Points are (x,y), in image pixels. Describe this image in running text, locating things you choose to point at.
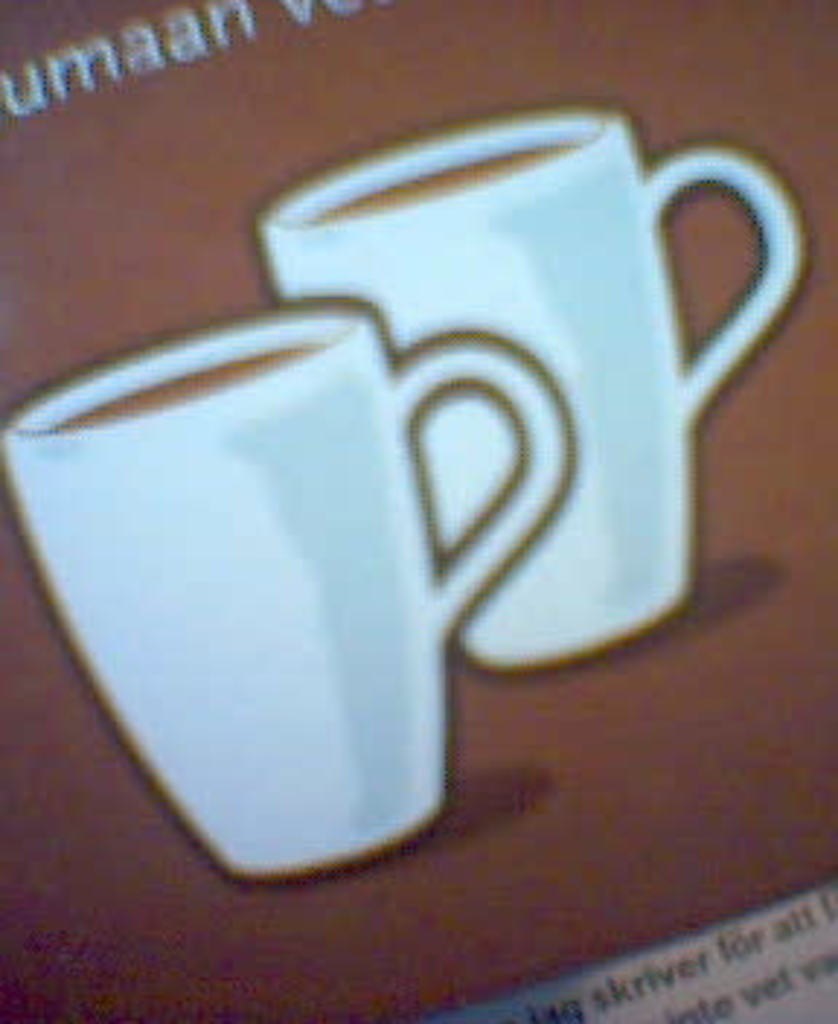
This image is taken on the paper (316,709). In this image there is a text (700,983) and there are two cups (387,427) with coffee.
